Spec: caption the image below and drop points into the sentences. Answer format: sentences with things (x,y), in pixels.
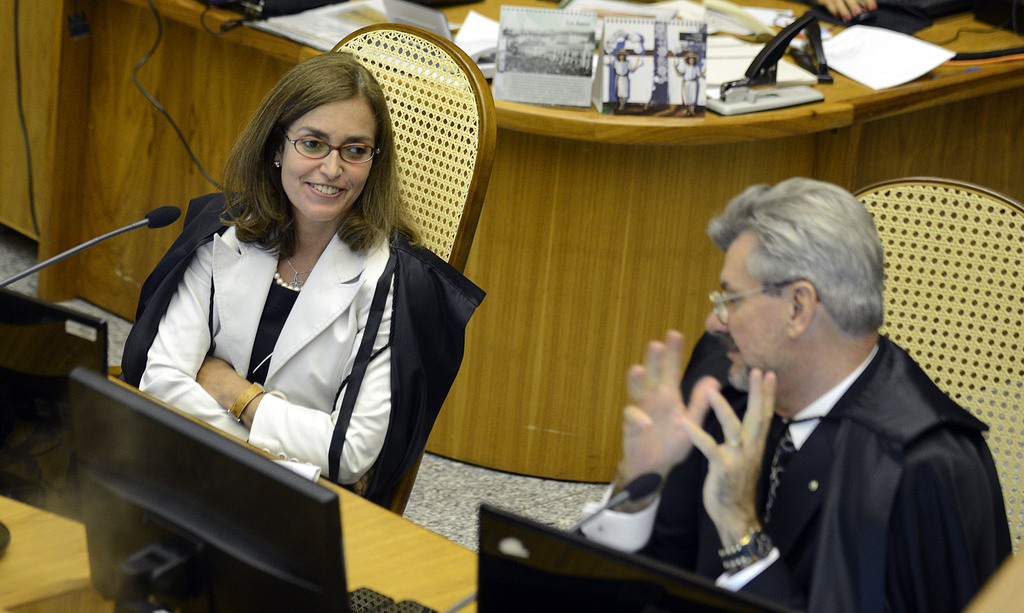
In this image I can see a woman (249,301) wearing white jacket (244,312), black dress (270,321) and spectacles (346,153) is sitting on a chair (429,180) in front of a desk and I can see a man (816,471) wearing black jacket (839,446) and white shirt (799,432) and watch (758,530) is sitting on a chair (950,377) in front of a desk (411,595) and on the desk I can see few monitors (204,529) and few microphones (631,500). In the background (143,189) I can see another desk (195,96) which is brown in color, few wires (196,157), few calendars (583,34), few papers (851,34) and few other objects (811,20).
